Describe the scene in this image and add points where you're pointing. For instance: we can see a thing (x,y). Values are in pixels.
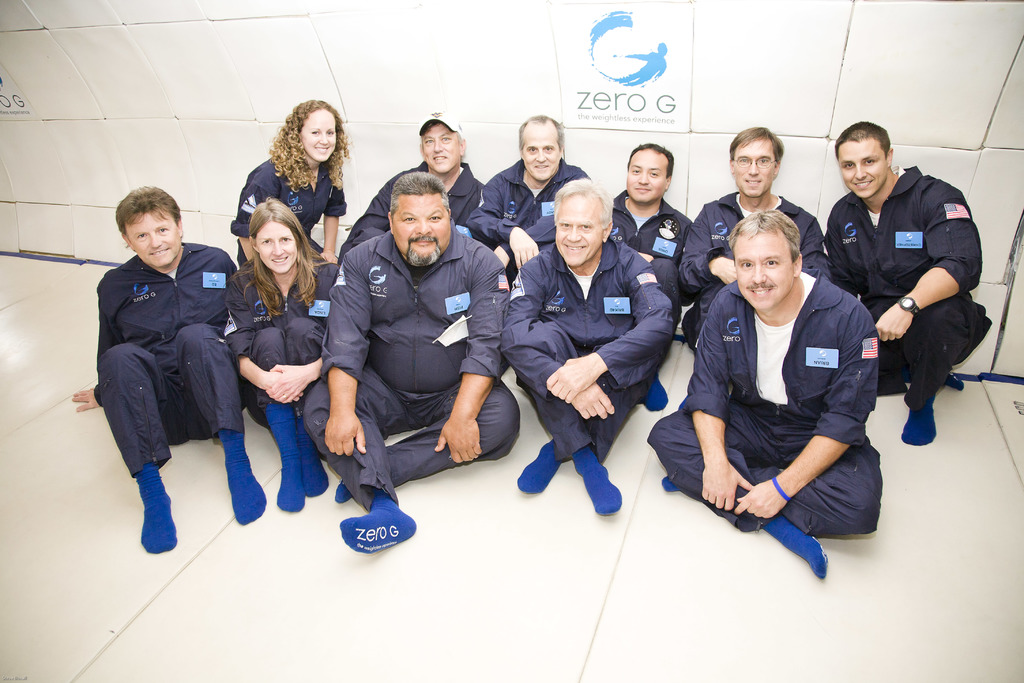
In this image, we can see persons (670,341) wearing clothes (286,363) and sitting in front of the wall (418,117). There is a board (656,118) at the top of the image (645,31).
